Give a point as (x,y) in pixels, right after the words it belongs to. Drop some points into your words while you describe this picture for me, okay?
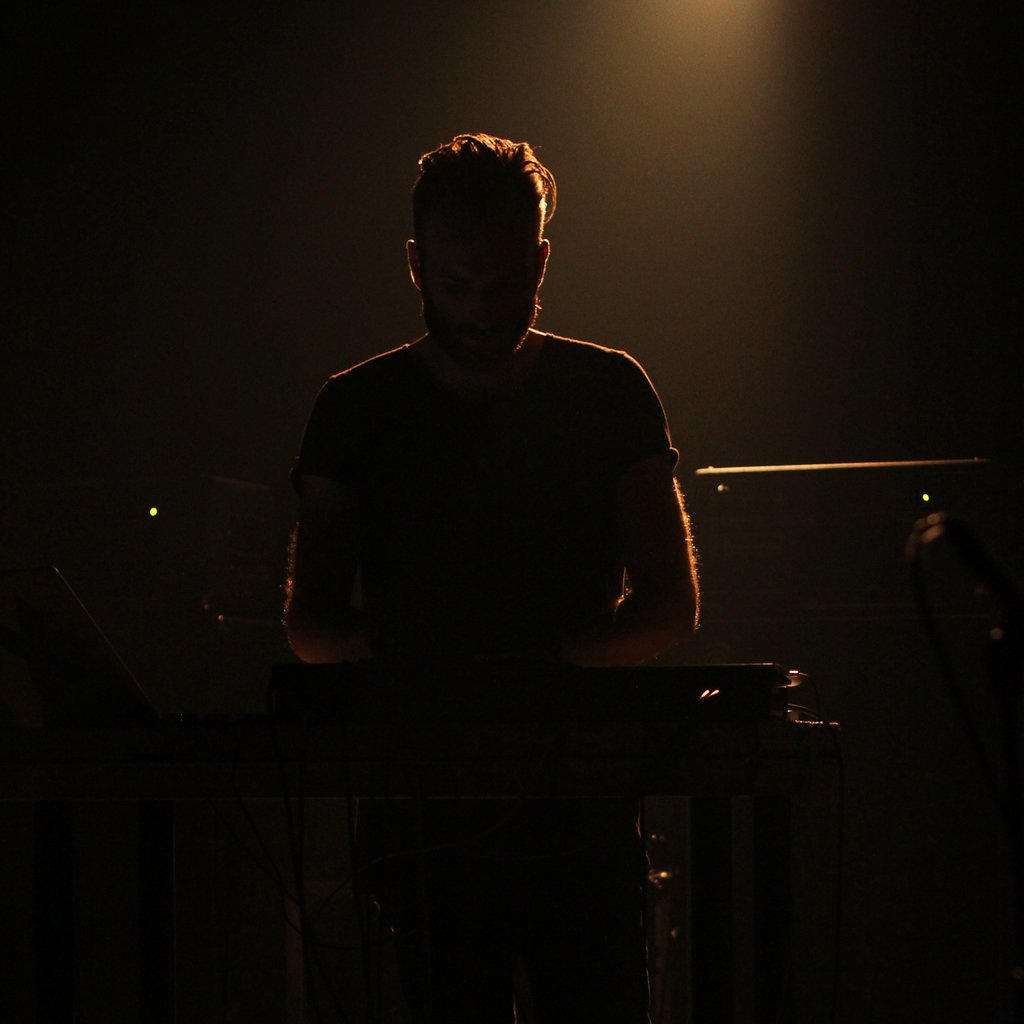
In the image we can see a man (581,514) standing and wearing clothes (460,584). In front of him there is a musical instrument (422,712) and this is a cable wire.
